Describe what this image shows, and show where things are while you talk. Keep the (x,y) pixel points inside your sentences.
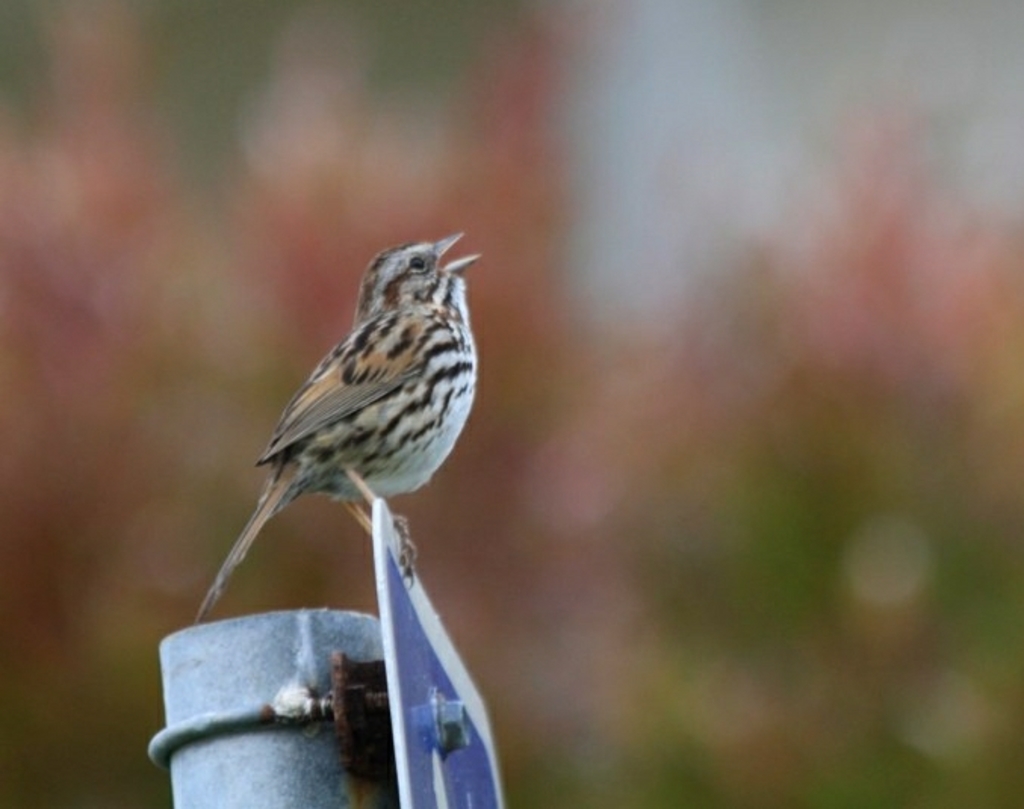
In this image we can see there is a bird (379,433) standing on the board (392,682), which is attached to the pole (250,714).
